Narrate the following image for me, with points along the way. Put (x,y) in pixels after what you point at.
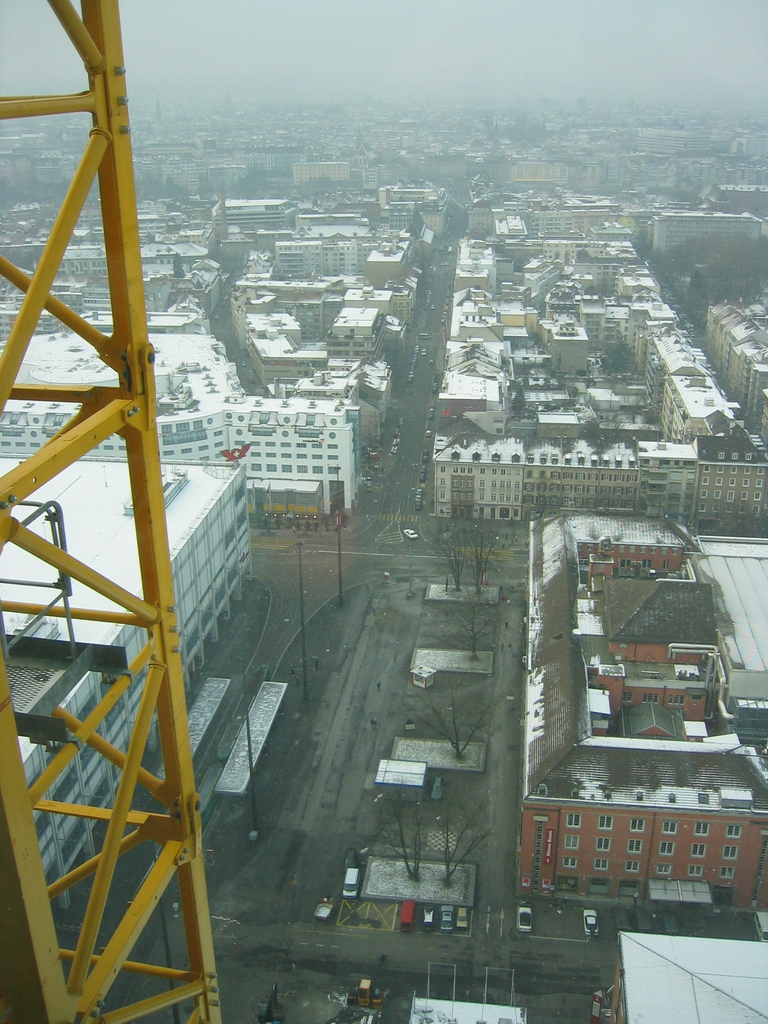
In this image I can see the tower (16,798), few buildings (726,572), poles (513,974), trees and few vehicles (353,874). In the background (420,39) the sky (586,62) is in white color.
